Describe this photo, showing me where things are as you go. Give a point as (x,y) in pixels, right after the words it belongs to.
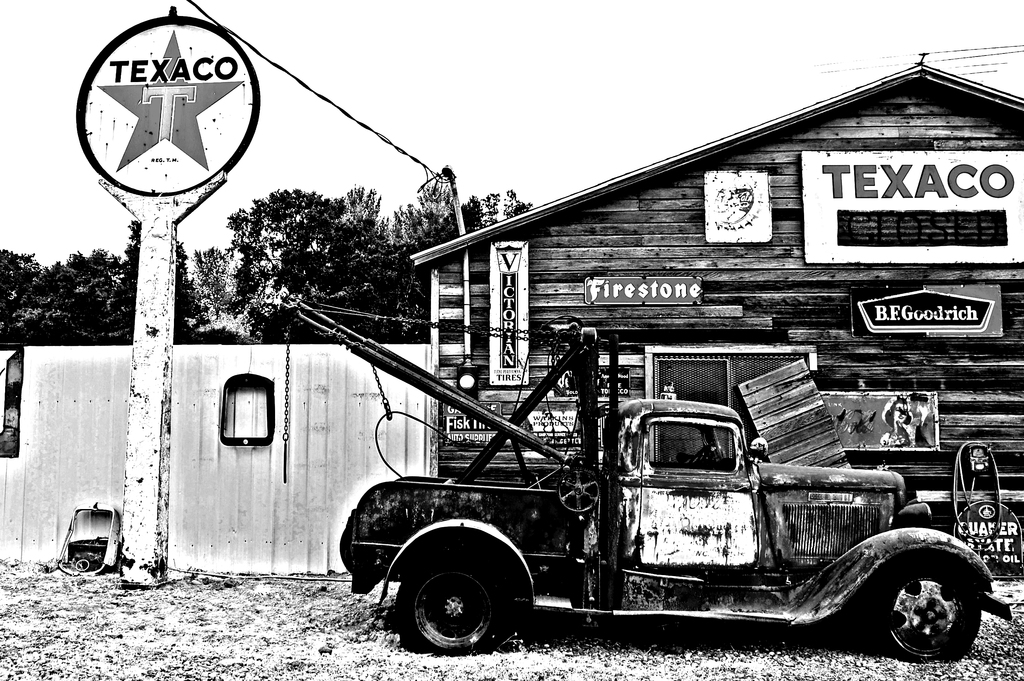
In the picture I can see a vehicle (599,495) and there is a wooden house (655,233) which has something written on it and there is a pole (163,403) in the left corner (149,407) and there are trees (133,278) in the background (213,284).
